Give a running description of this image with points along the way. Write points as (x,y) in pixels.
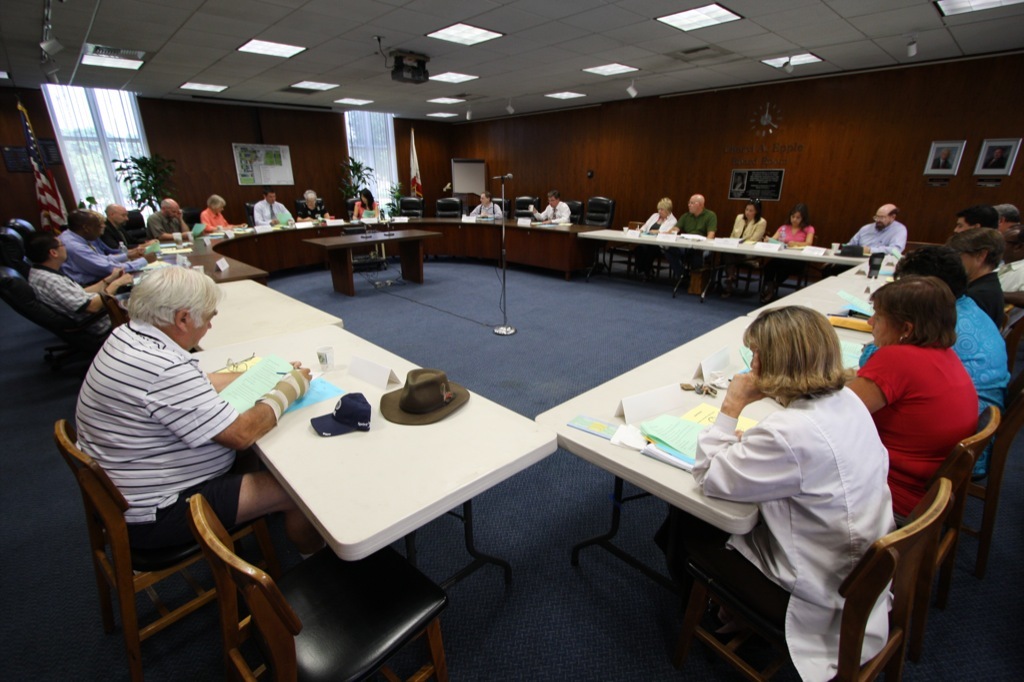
In this image I can see many tables (247,314) and chairs (266,544). people (181,459) sitting around the tables (512,258). It consists of two windows (108,170) and an American flag (59,207). There is a hat (423,414) placed on the table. The person (253,432) at the left (154,433) is wearing a white and black t shirt (148,417), has grey hair (170,294). There is a woman (768,498) at the right (773,490) who is wearing a white shirt (782,480), next to her a woman (907,401) wearing red shirt (920,400). In the center of the image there is a microphone stand (502,231).
